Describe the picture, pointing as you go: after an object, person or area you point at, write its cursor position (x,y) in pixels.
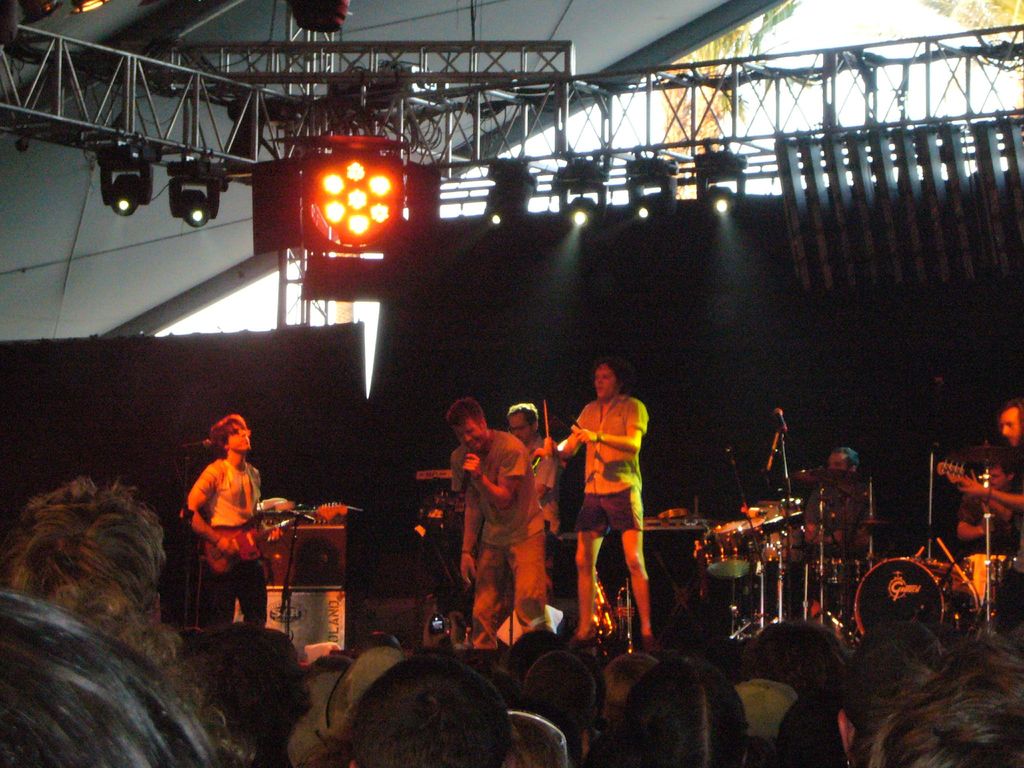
there are so many people (590,548) standing on the stage (560,556) playing a music and one man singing in a microphone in front of them there are other people (911,757) watching the show.
